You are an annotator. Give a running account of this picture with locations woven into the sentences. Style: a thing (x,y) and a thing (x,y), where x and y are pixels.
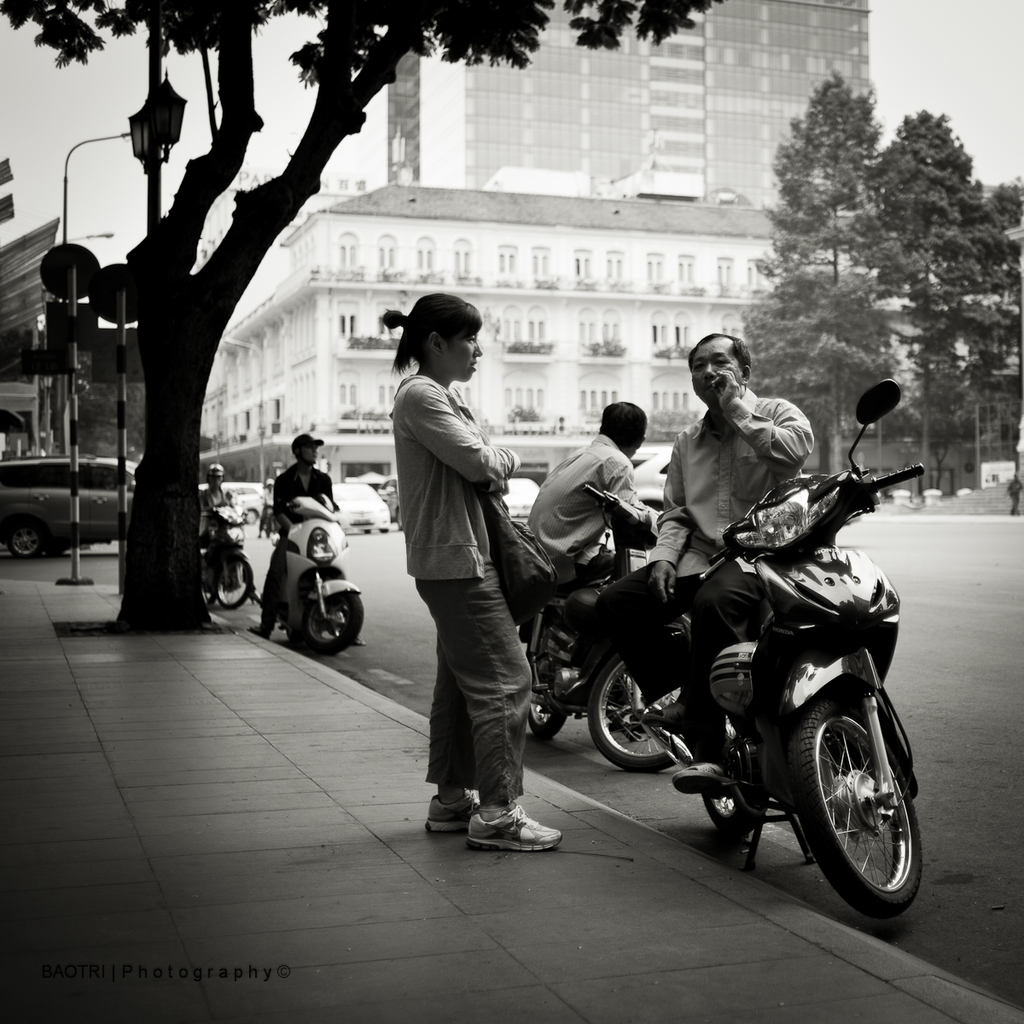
As we can see in the image there are buildings (609,197), trees (944,172), few people (509,467) here and there, cars (348,518) and motorcycles (783,652).
